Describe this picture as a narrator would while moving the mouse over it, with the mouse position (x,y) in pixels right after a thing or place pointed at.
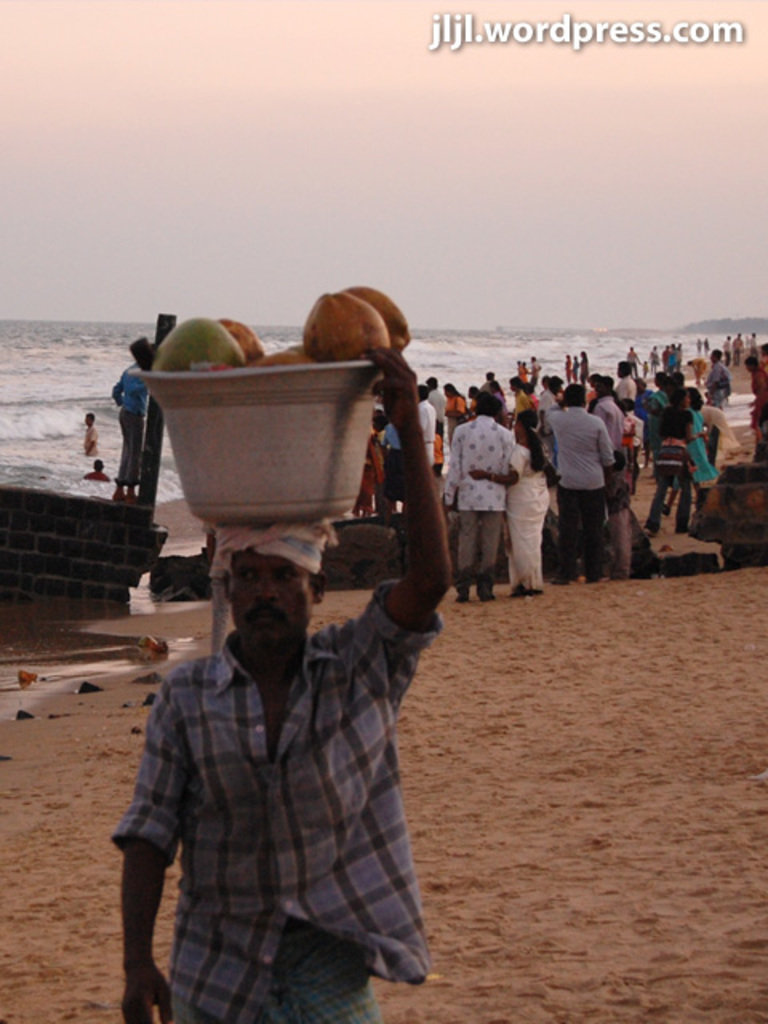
This picture is clicked outside. In the foreground (376,597) there is a man (380,892) wearing shirt (291,844) and placing a basket of fruits (274,400) on the top of his head (297,570) and seems to be walking on the ground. In the background (574,406) we can see the group of people (679,489) seems to be standing on the ground (683,677) and we can see the sky (23,146) and a water body (71,420). At the top right corner (697,20) there is a watermark (460,38) on the image.
